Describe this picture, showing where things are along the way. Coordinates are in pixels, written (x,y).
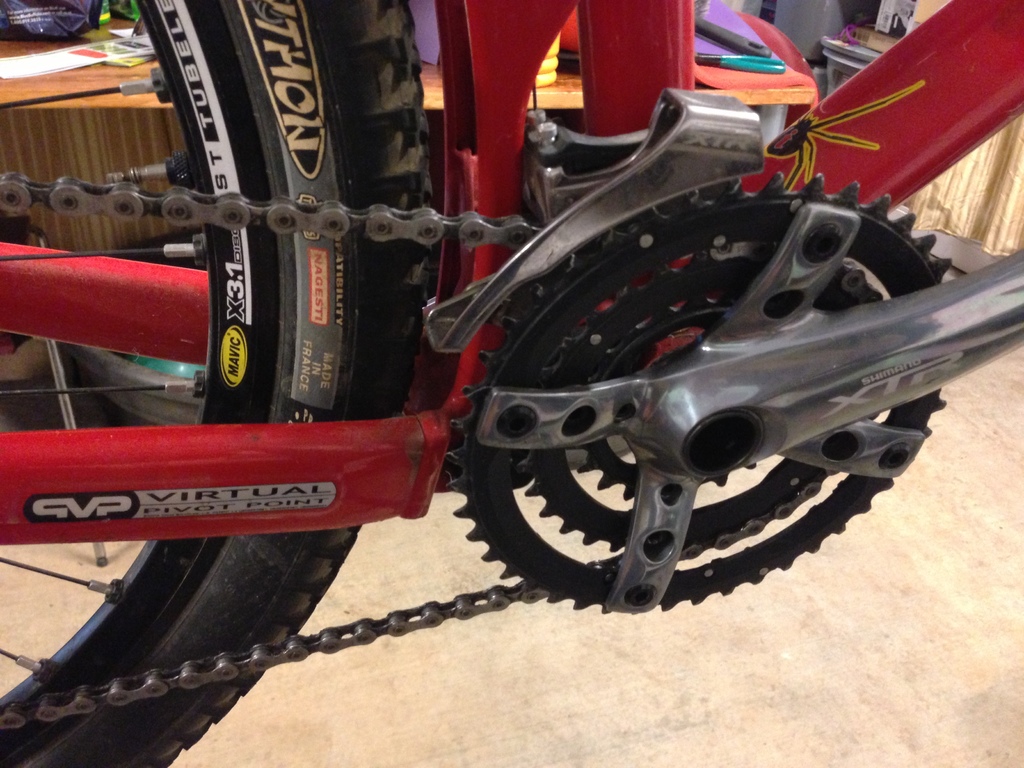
In this image we can see a bicycle (507,268). In the background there is a table (134,100) and we can see things (755,60) placed on the table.
